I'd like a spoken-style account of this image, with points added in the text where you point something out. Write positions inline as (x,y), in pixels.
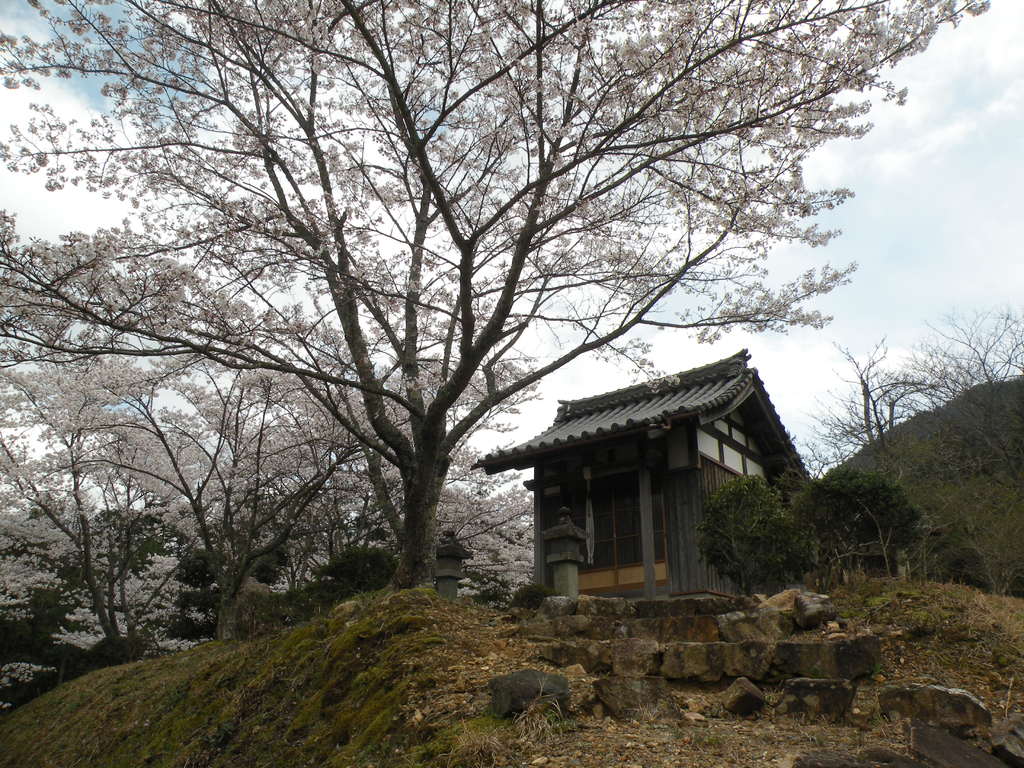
In this image we can see a house (696,499) and there are some trees (289,333) with flowers (290,35). There are some stones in front of the house (751,425) and we can see some plants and at the top (859,234) we can see the sky (128,144).
